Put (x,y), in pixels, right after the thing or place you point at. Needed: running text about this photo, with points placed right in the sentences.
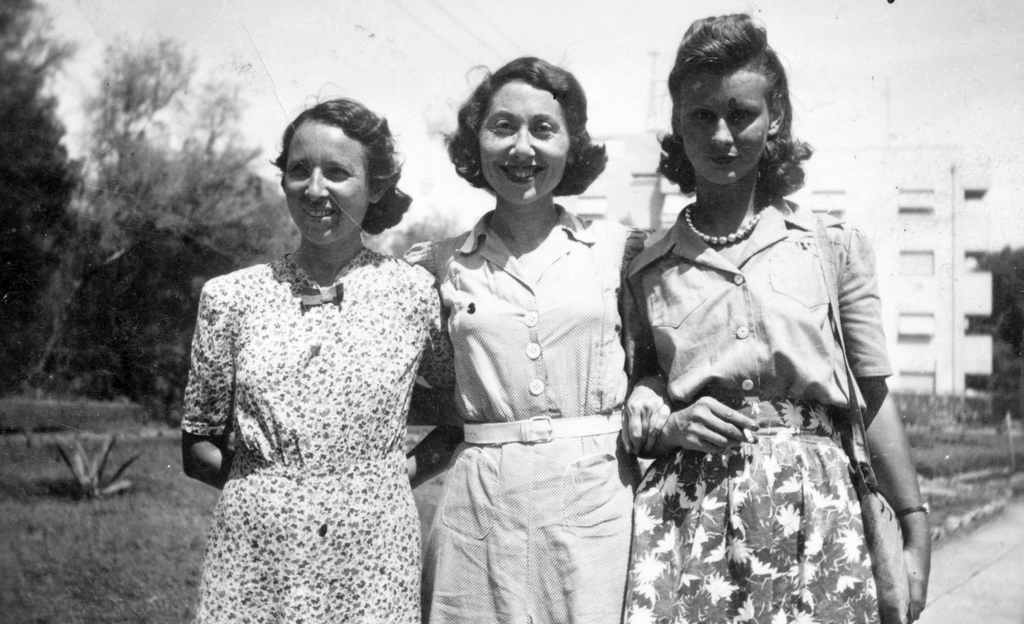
This is a black and white image. There are three persons (743,406) standing in the middle of this image (582,347). There are some trees (72,275) on the left side of this image (217,232) and there is a building (658,211) on the right side of this image (937,297). There is a sky (405,72) on the top of this image (550,40).
